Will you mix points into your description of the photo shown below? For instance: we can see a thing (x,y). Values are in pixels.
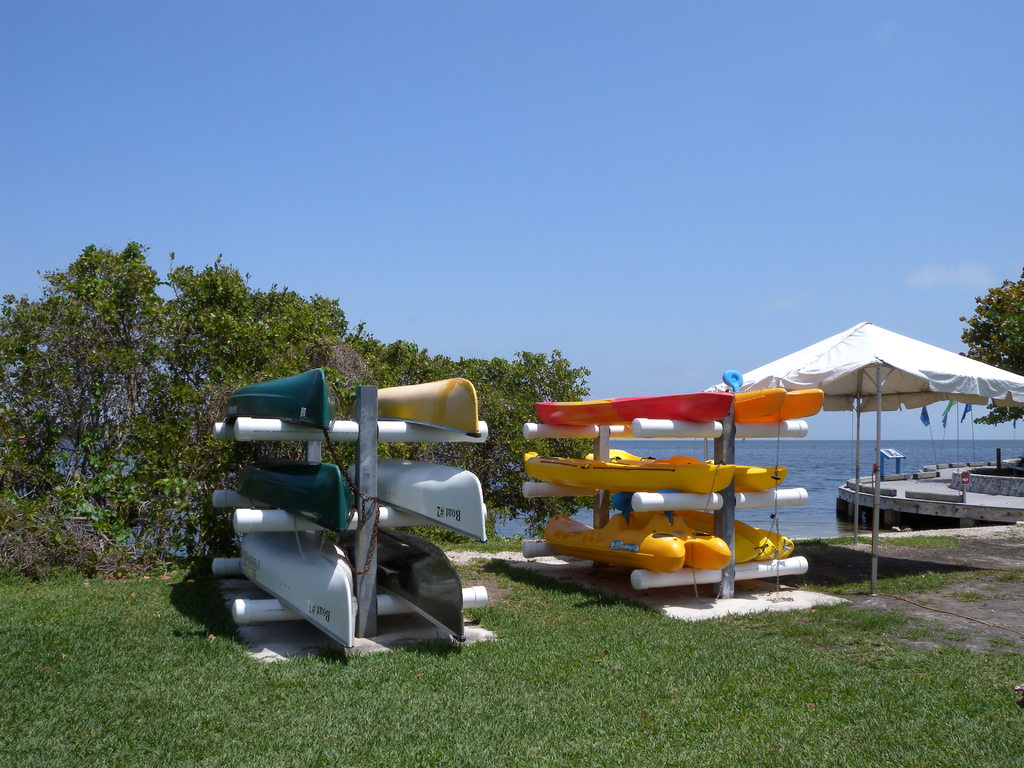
In this image we can see kayak boats (699,521) arranged in the stands (716,498), parasols (876,460), walkway bridge (925,507), flags (943,420) to the flag posts (959,412), trees (219,455), water (949,456) and sky (755,205).
